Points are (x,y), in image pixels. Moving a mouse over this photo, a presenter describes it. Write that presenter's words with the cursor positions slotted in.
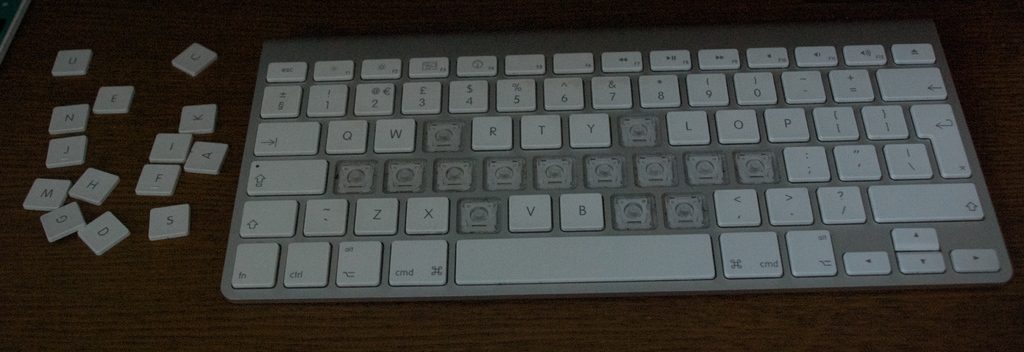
In this picture we can see a keyboard (472,110) and keys (186,114) on the wooden surface (409,9).
